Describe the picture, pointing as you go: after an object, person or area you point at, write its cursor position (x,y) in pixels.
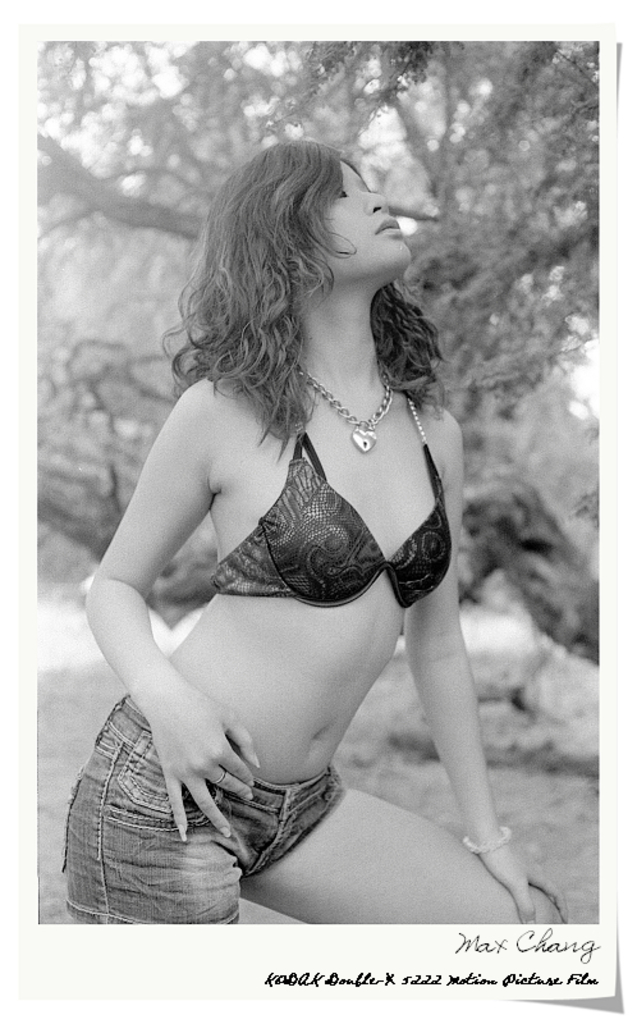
In this picture there is a girl (227,451) in the center of the image (227,509) and there are trees (463,214) in the background area of the image (57,542).
